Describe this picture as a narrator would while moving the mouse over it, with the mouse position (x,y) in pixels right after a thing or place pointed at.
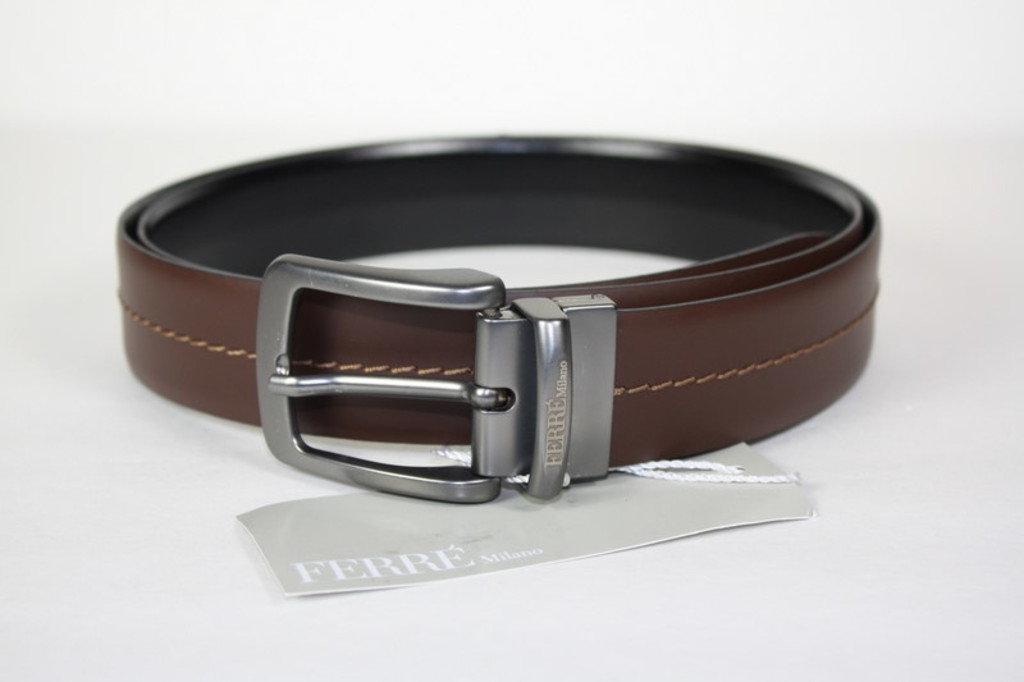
In this image I can see a leather belt (402,379) to which a piece of paper (433,543) is attached. On this paper (628,481) I can see some text (360,556). The background (40,230) is in white color.
